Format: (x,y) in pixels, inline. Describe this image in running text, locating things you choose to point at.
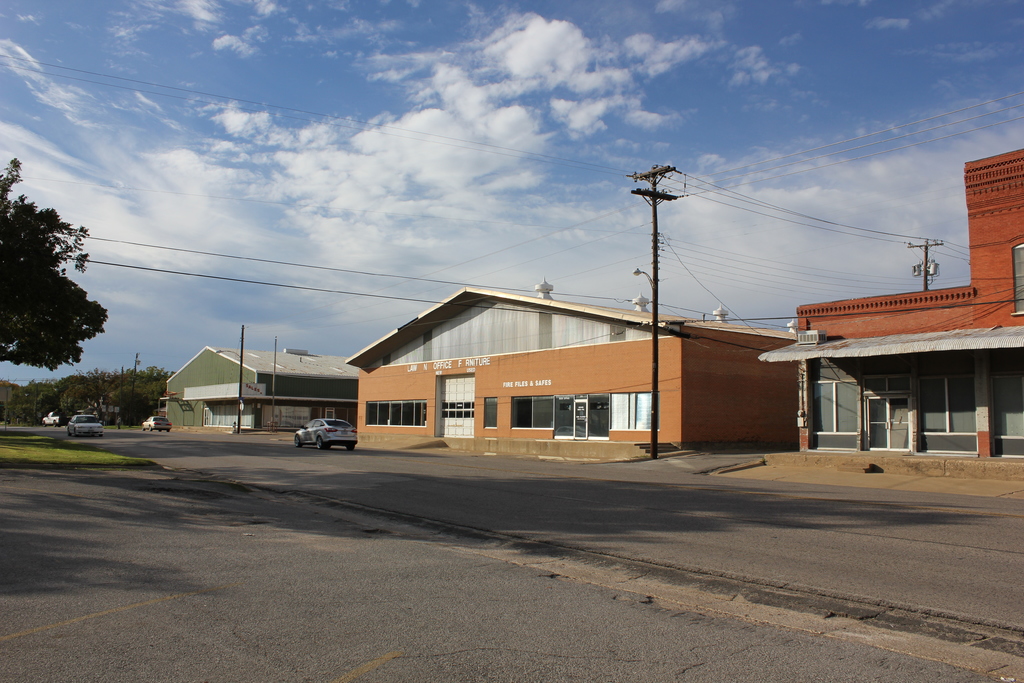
This picture is clicked outside. On the left (65,417) we can see the group of cars (78,422) running on the road (129,439) and we can see the small portion of green grass (64,453). On the right (799,360) we can see the houses (370,389) and the windows (490,404) of the houses (873,324). In the background (878,113) we can see the sky (212,74), trees (63,354), poles (672,170) and cables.
